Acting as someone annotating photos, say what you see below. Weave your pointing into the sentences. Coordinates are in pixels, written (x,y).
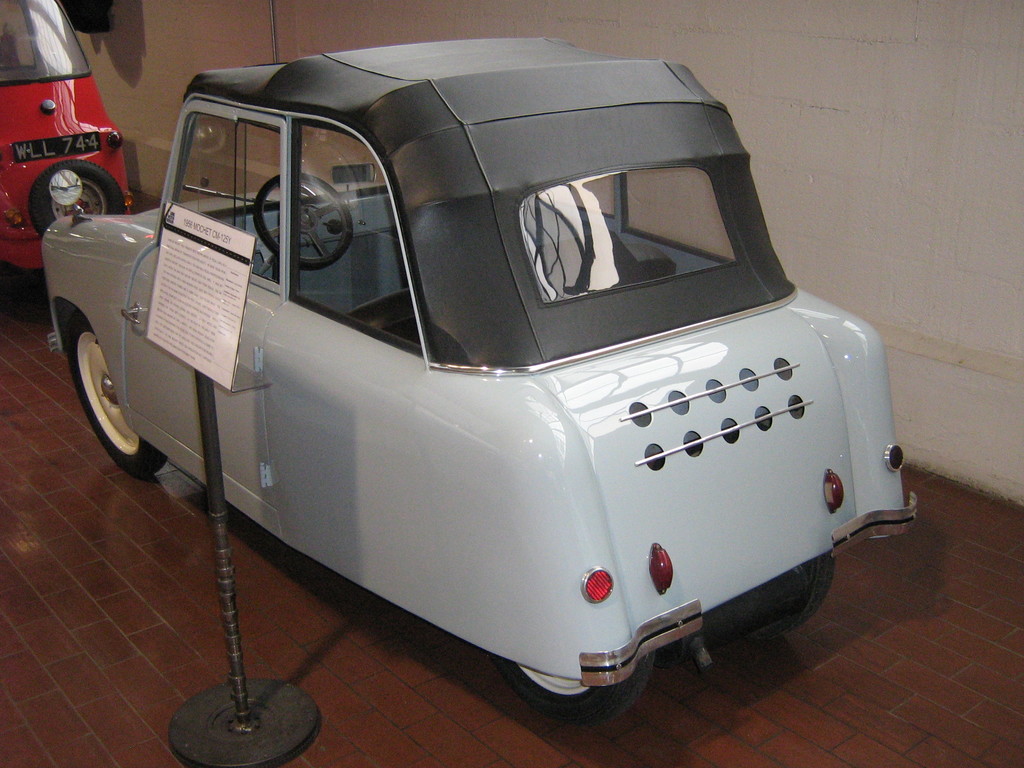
In this image we can see the vehicles (253,271). We can also see a text board (240,274) with the stand (215,436). We can see the wall (815,204) and also the floor (801,707).
